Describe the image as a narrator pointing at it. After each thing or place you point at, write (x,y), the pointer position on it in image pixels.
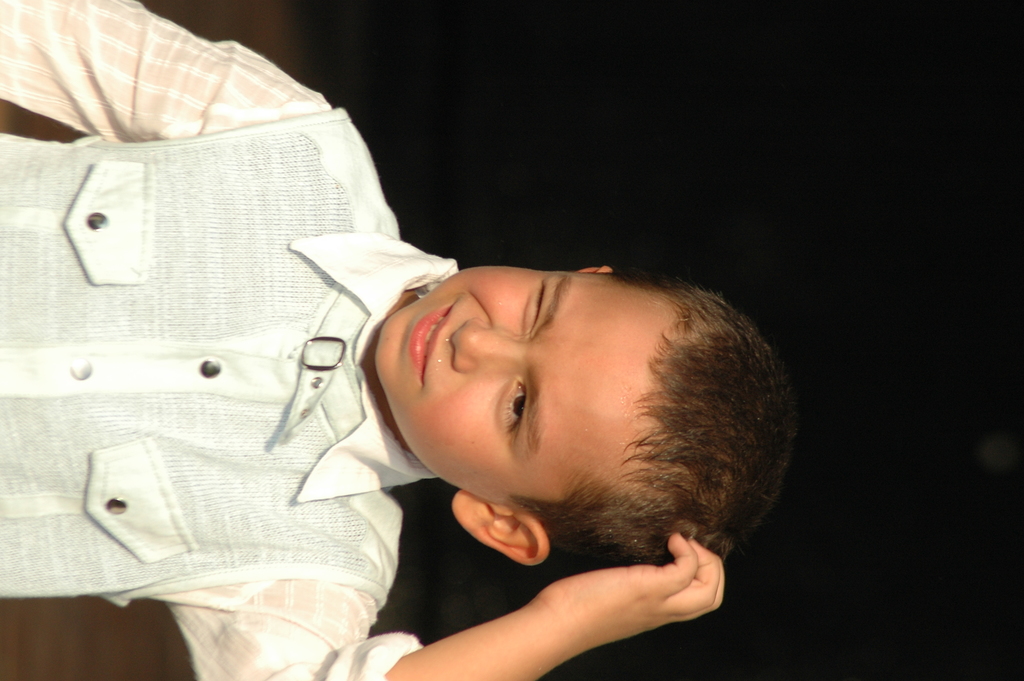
In this image the background (447,76) is dark. On the left side of the image (118,389) there is a kid (418,414).
